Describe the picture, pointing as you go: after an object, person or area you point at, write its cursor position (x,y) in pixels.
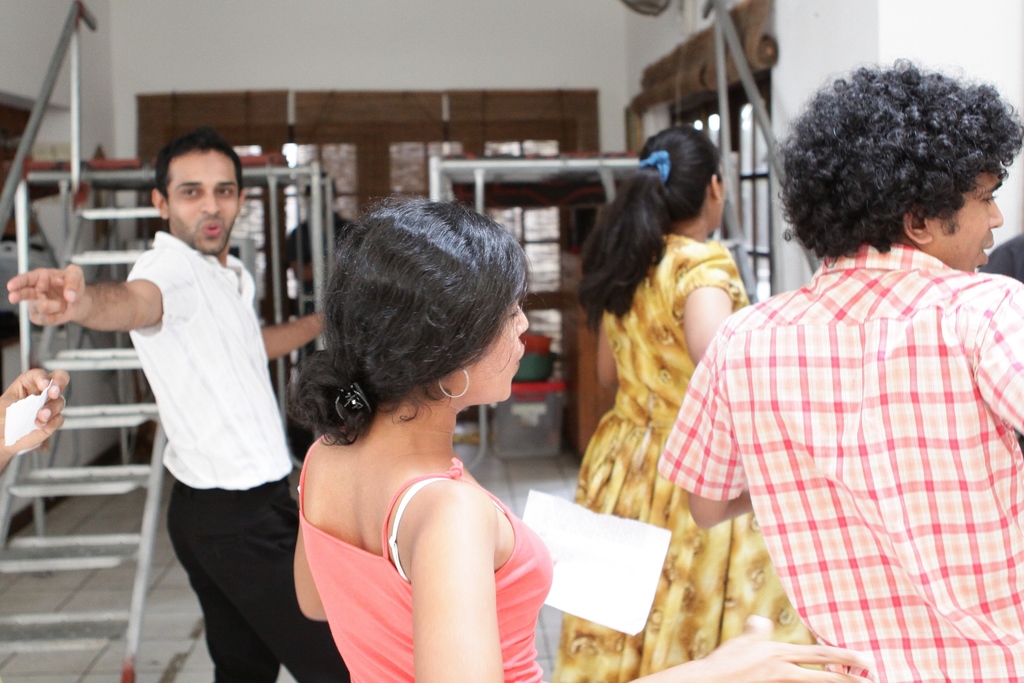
In the background (575,11) we can see the wall (551,5). In this picture we can see windows (766,269), ladder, people (197,140), floor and few objects (48,172). We can see a woman (426,649) is holding a paper (650,568). On the left side of the picture (27,377) we can see a person's hand (9,394) holding a paper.
